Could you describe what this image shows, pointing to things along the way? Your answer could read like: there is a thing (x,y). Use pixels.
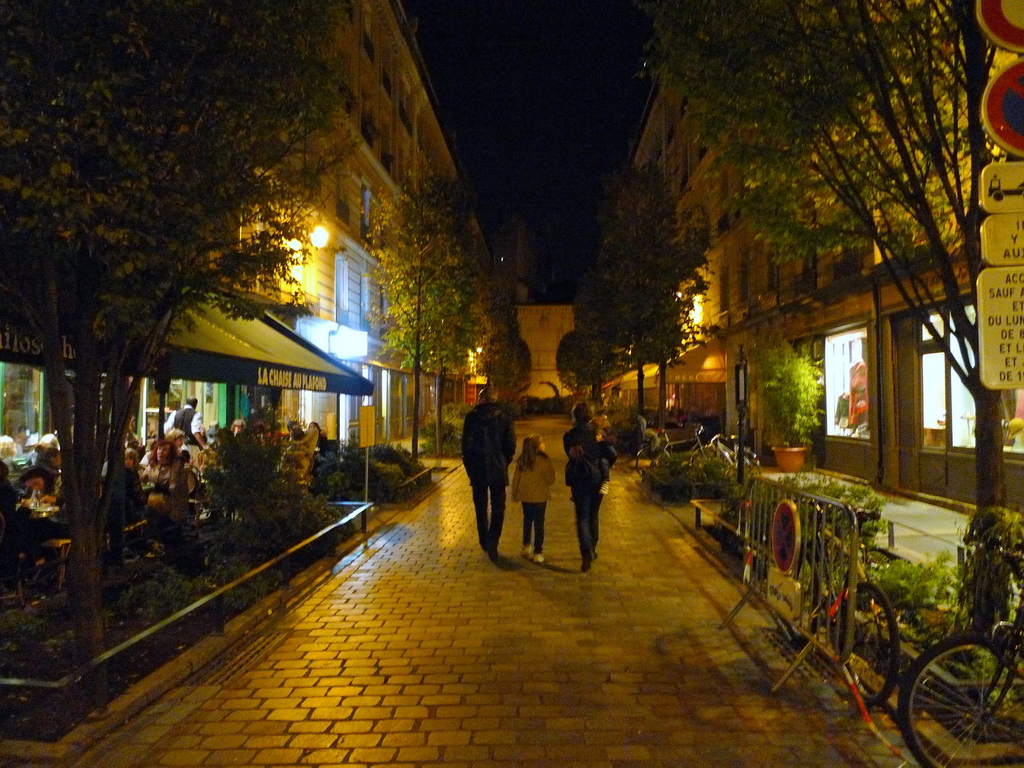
In this image, we can see people (552,478) walking on the road (493,633) and in the background (650,279), there are trees (438,248), buildings (772,341), lights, poles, boards (992,124), plants (186,561) and some other people (165,452) and there are chairs (60,546) and tables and we can see a railing (817,588) and some bicycles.
